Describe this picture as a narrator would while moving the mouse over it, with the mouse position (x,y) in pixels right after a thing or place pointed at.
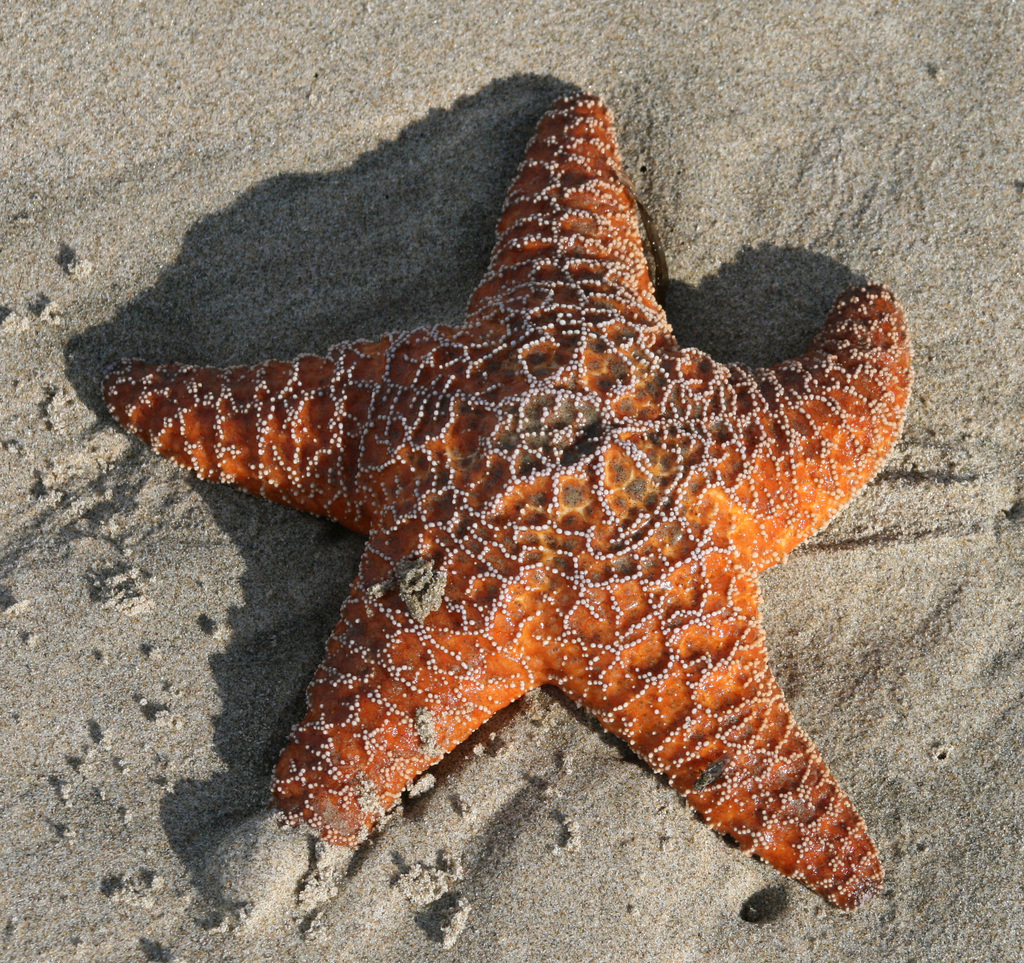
There is an orange color starfish (562,543) on the sand surface (229,526). Beside this, there is a shadow (216,486) of it on the sand surface (244,655).
